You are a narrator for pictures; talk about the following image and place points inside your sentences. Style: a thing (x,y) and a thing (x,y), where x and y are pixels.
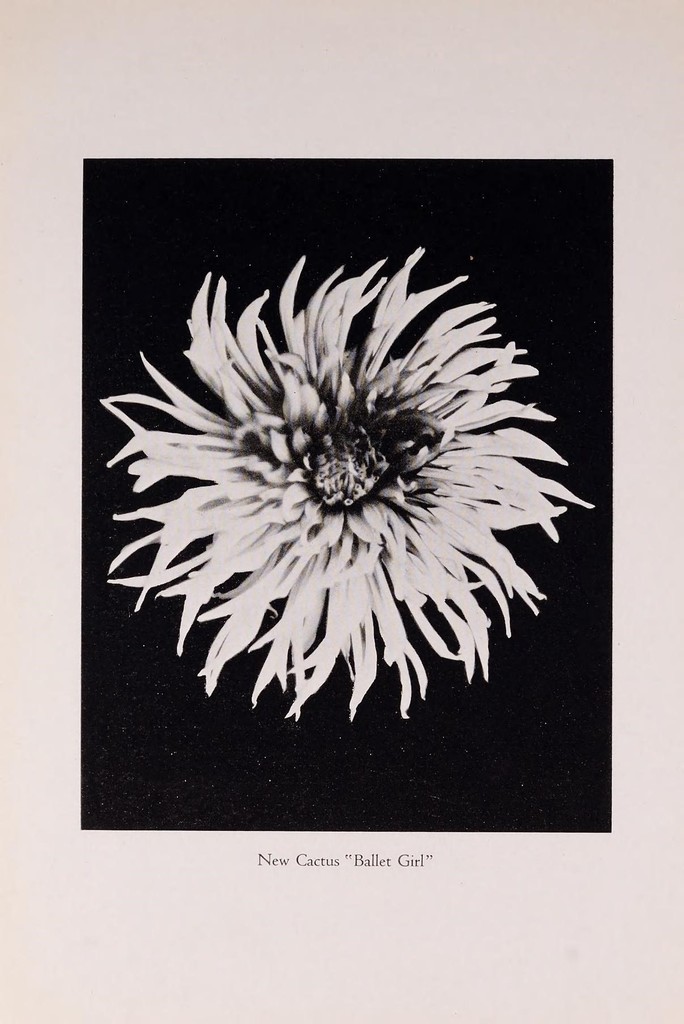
In this image we can see a paper (197,910) with the flower (312,322) in the black background. We can also see the text (287,860).
